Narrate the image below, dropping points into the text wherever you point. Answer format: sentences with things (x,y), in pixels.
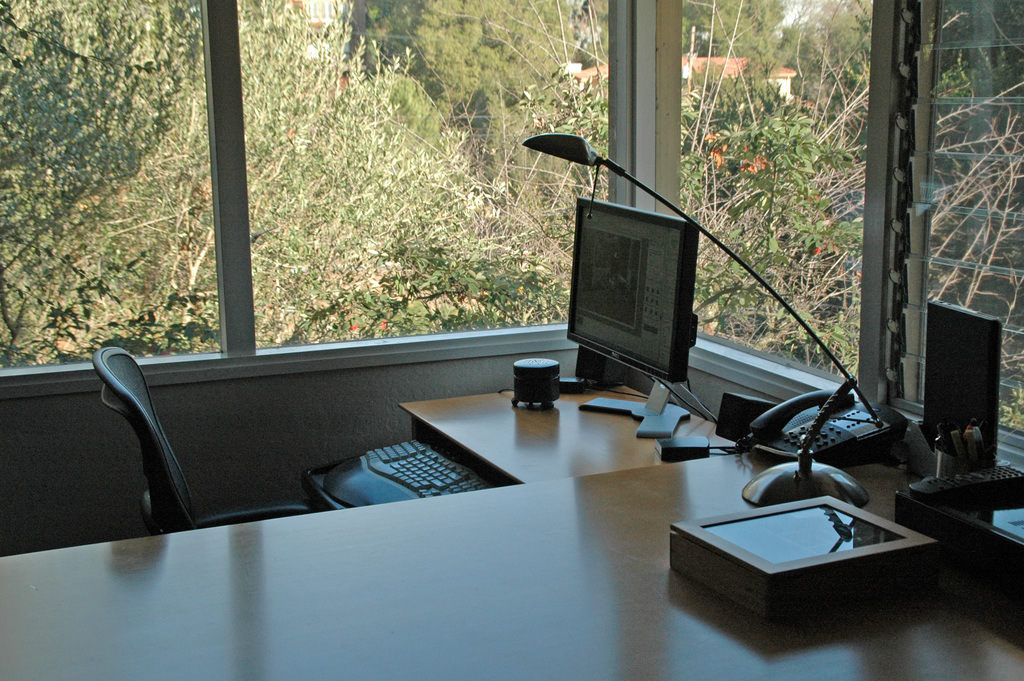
Inside the room (405,474) there is a table (402,557). On the table (667,625) there is a box (831,574), pens (954,449), telephone (851,439), lamp (809,439), monitor (611,311), keyboard (427,477), black color chair (147,456). And we can see the windows (229,195). Behind the window (368,177) there are trees (332,178). We can also see a remote (964,481) on the table (918,589).
